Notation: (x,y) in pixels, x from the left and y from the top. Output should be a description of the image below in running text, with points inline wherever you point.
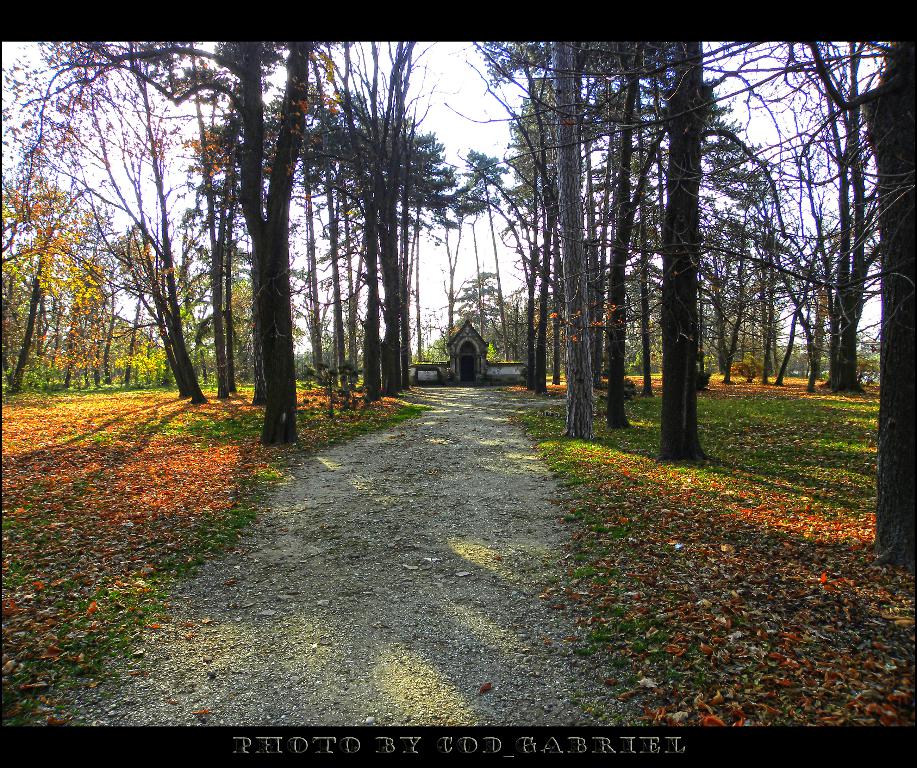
These are the trees (207,175) with branches (585,168) and leaves (49,284). This looks like a house (470,359). Here is a pathway (388,531). I can see the leaves (144,489) lying on the grass (798,415). This is the watermark (654,748) on the image.
